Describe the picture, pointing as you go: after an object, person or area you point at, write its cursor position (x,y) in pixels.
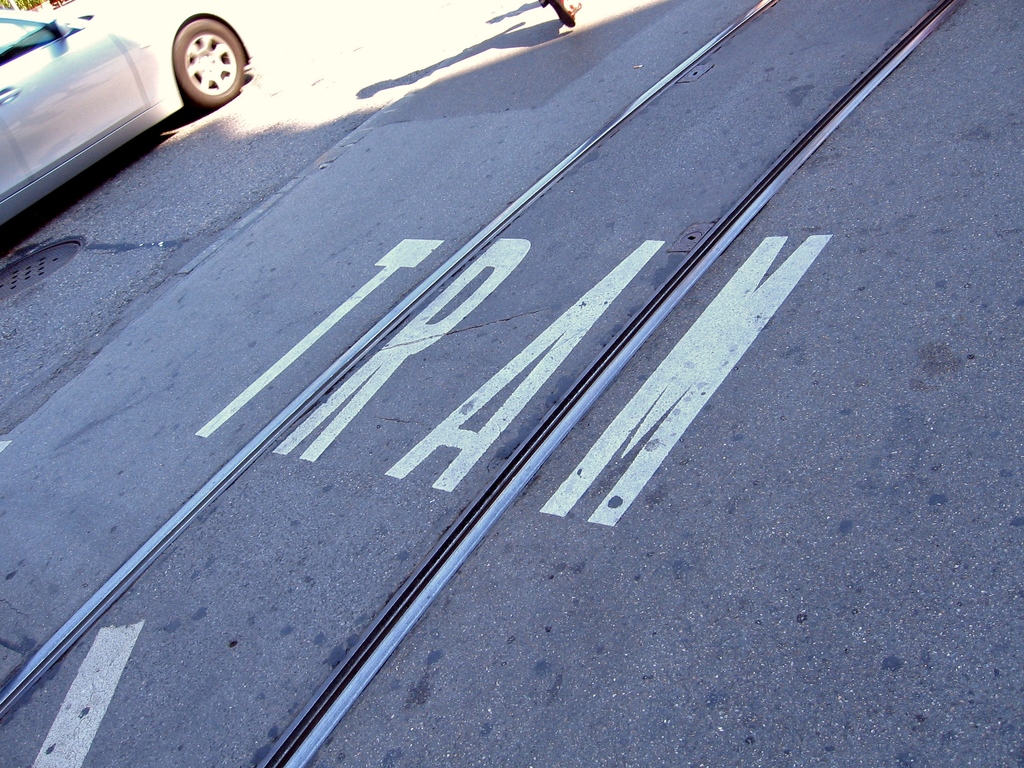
As we can see in the image there is a road (664,280) and white color car (68,121).
